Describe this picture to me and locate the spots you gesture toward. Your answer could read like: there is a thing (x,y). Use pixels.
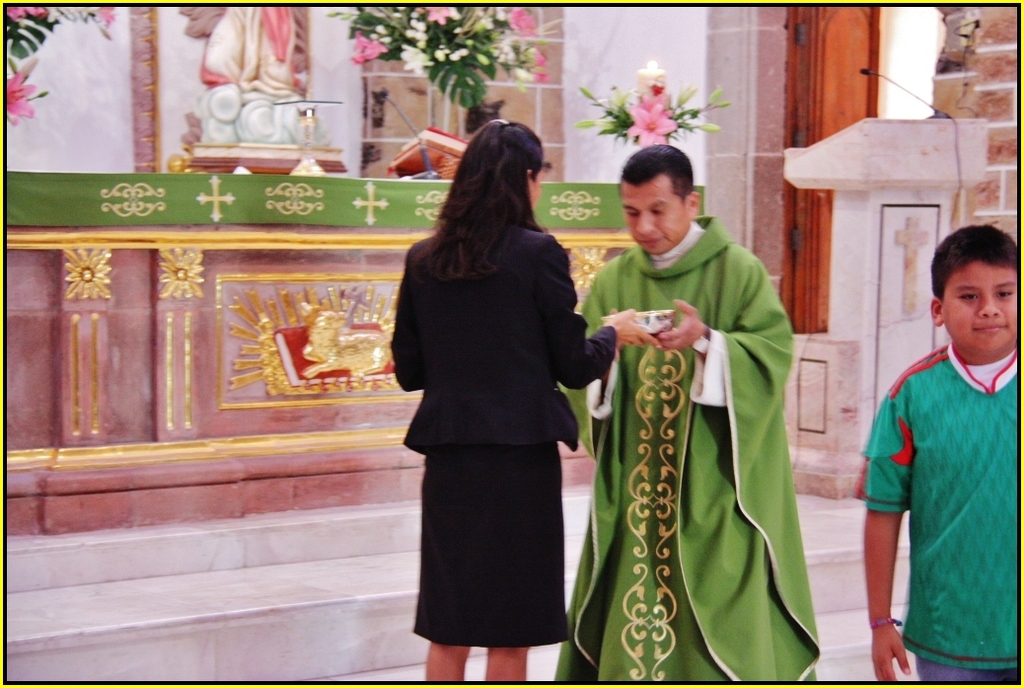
In this image we can see some people (549,411) standing. in that a woman (535,487) is holding a box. On the backside (327,311) we can see some statues (247,140), flower pots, a speaker stand (851,283) with a mic (938,116) and a door (845,116).
